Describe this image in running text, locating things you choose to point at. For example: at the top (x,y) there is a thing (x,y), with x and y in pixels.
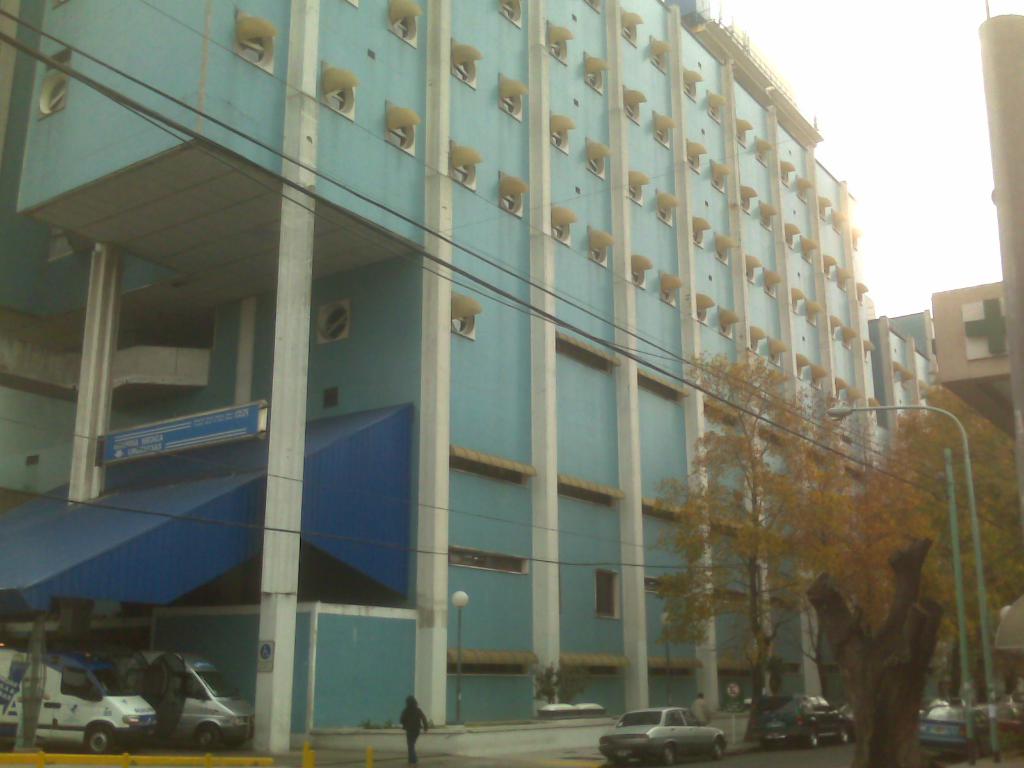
In this image we can see the buildings (617,444). At the bottom (207,678) we can see persons (415,726), vehicles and a plant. On the right side (895,725), we can see trees (917,509), street poles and wires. In the top right (900,130), we can see the sky (893,220). On the left side (192,433), we can see a board (192,433) on the building (206,476).
